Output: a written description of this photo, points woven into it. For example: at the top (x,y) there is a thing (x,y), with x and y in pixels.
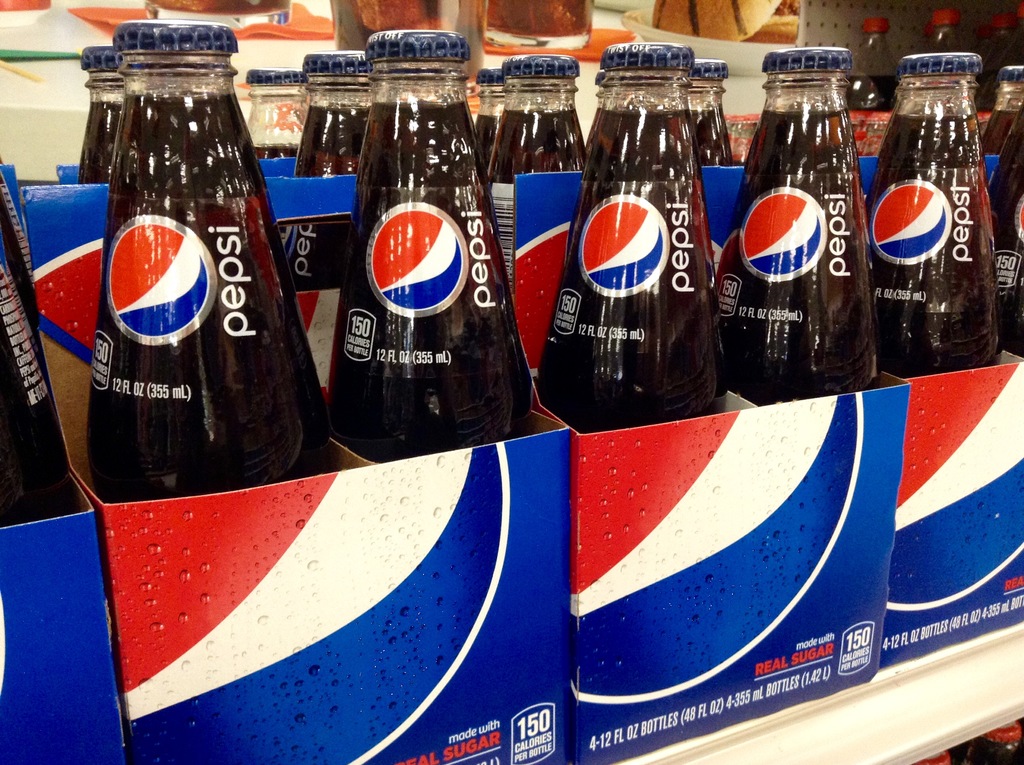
In the picture we can see the drink bottles (402,344) with a label pepsi (161,309) which are in a case type cardboard boxes (829,601).
